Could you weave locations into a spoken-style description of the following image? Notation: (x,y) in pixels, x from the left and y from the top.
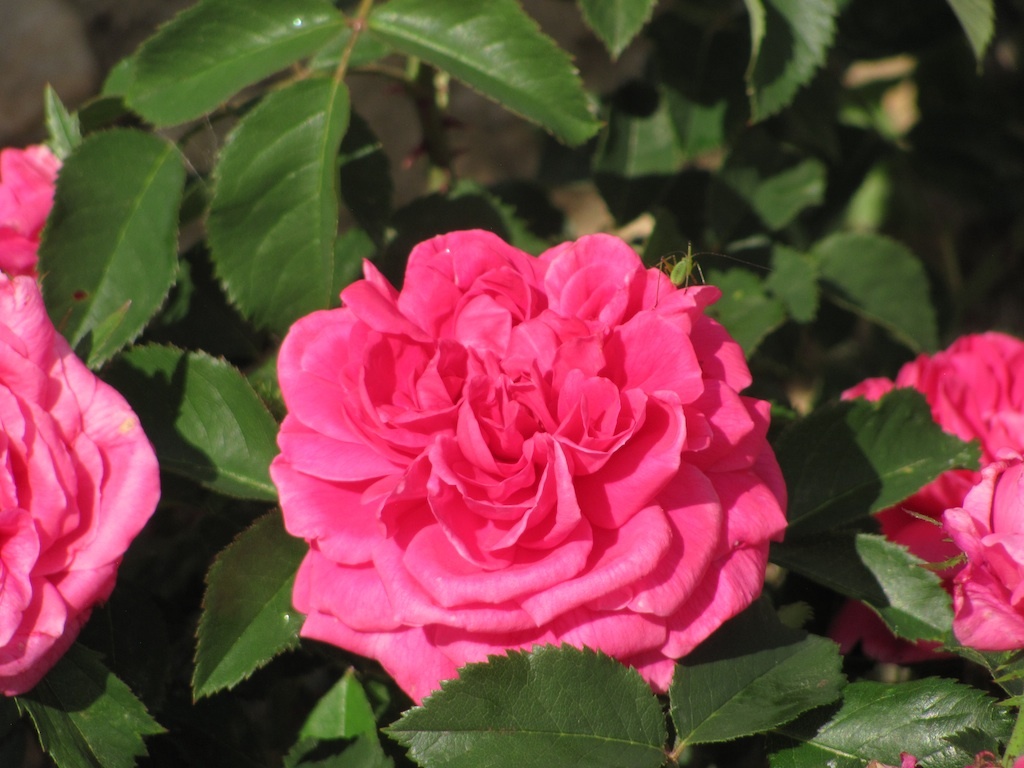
In this image there are some rose flowers (685,460) and plants (227,466).
